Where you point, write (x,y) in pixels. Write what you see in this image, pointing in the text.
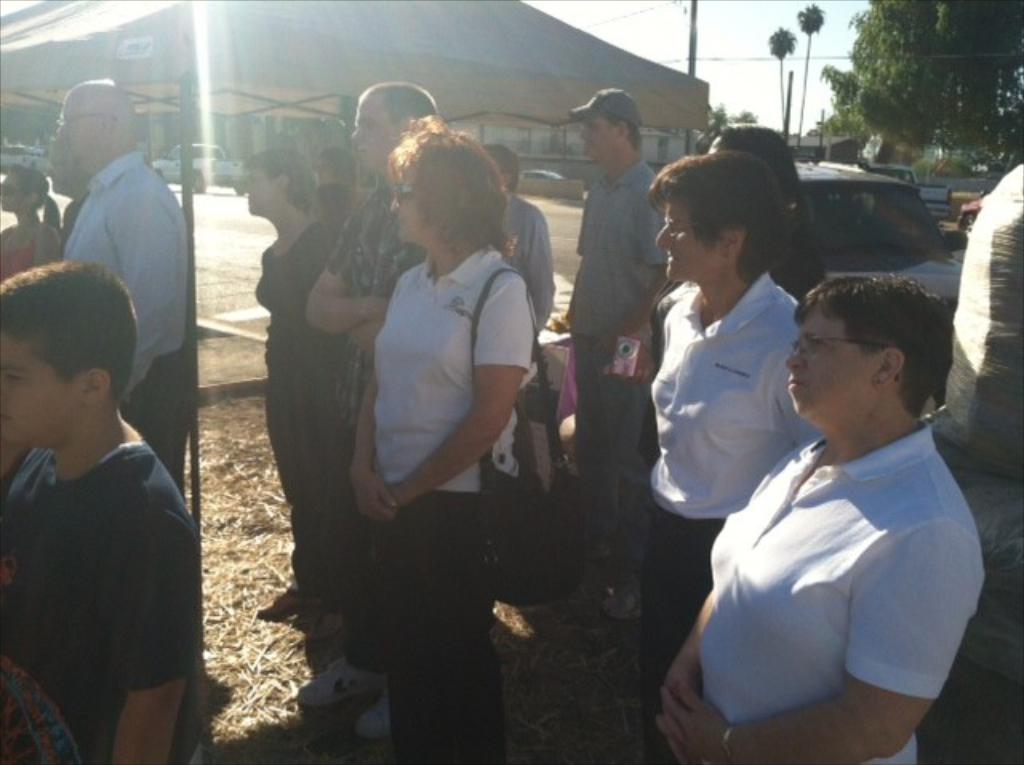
This picture is clicked outside. In the foreground (433,642) we can see the group of people (543,290) standing on the ground (233,577) and we can see the grass (240,599), camera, sling bag (555,493), a vehicle (840,237) and some other objects (989,272). In the center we can see the vehicles (200,154) seems to be running on the road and we can see the trees (781,67), cable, building like object (808,138). In the background (705,51) we can see the sky (743,105), trees (914,149) and some other objects (692,101).
